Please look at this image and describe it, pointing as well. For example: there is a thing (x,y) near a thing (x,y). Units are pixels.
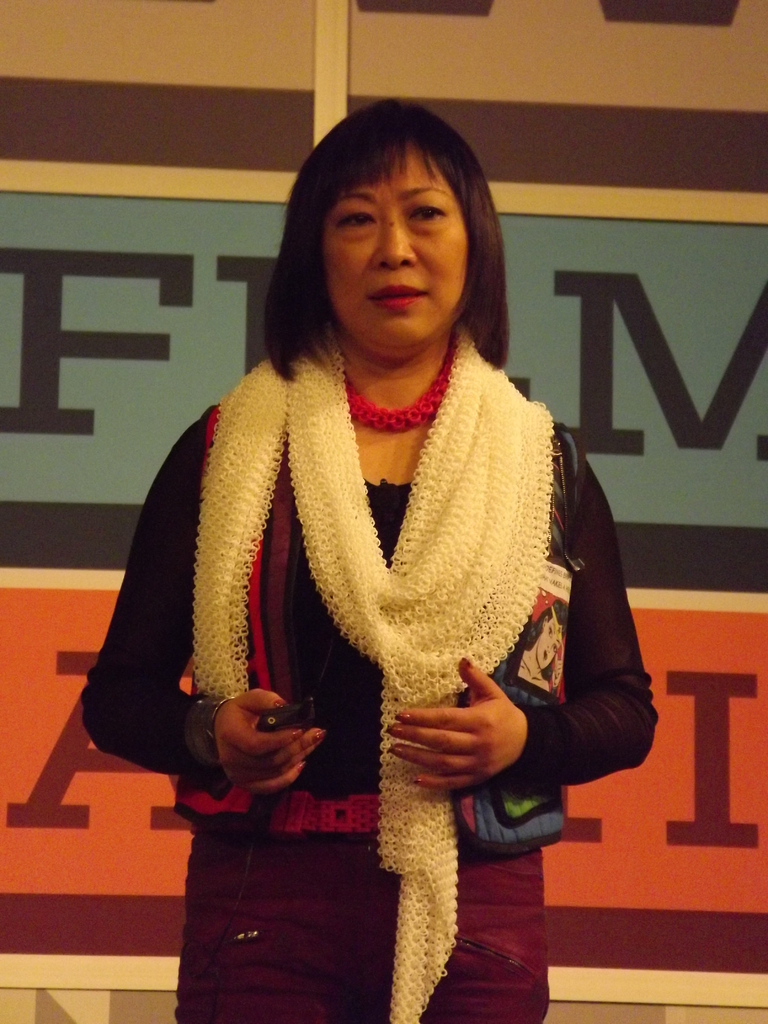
In this image we can see a woman (463,361) wearing a black dress (617,626) and white color scarf (249,406) is holding a device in her hand (270,747) is standing. In the background (57,413), there are boards (88,879) which are in blue and orange color where we can see some text (43,410) on it.
